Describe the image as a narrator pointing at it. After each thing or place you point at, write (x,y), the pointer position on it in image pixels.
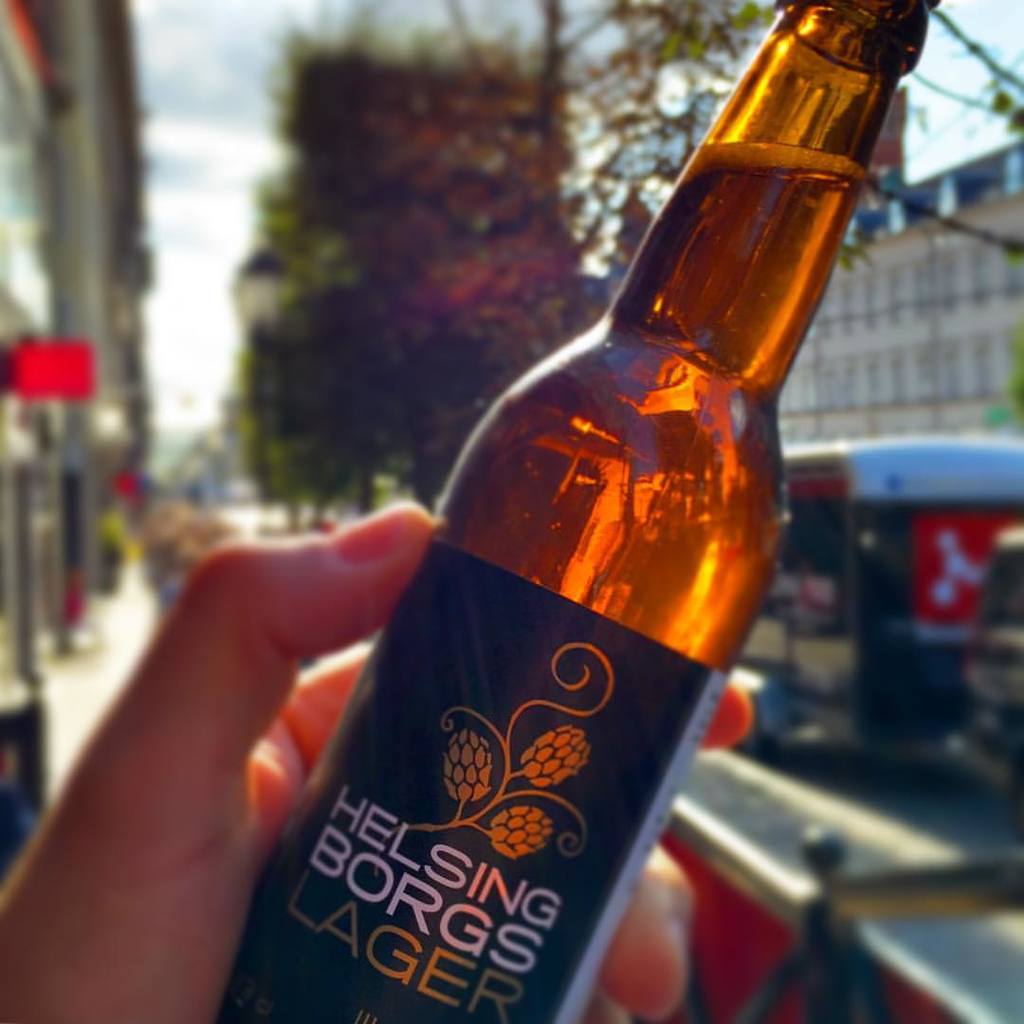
In this image I can see a hand (156,1003) of a person (93,872) is holding a bottle (538,756). In the background (359,369) I can see few trees (458,207) and few buildings (981,244).
